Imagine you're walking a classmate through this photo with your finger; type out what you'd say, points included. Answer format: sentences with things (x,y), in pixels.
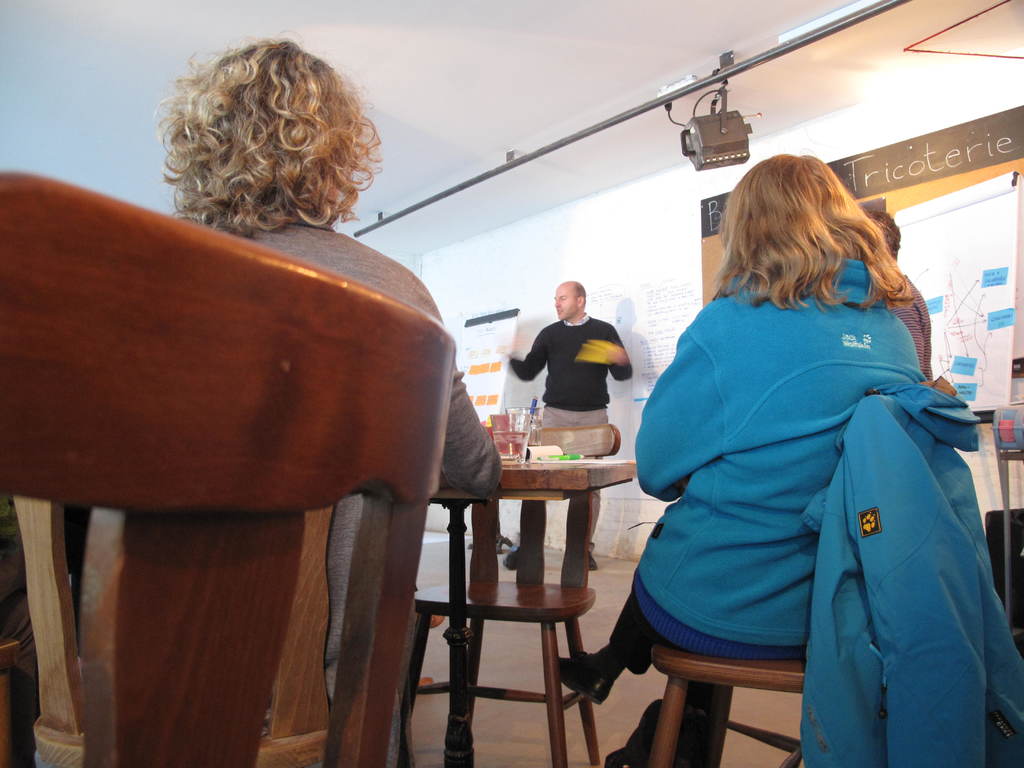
In the image we can see there are people (849,392) sitting on the chair (396,605) and there is a man (599,403) standing near the wall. There is a banner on the wall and there is a glass of water (526,451) kept on the table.
